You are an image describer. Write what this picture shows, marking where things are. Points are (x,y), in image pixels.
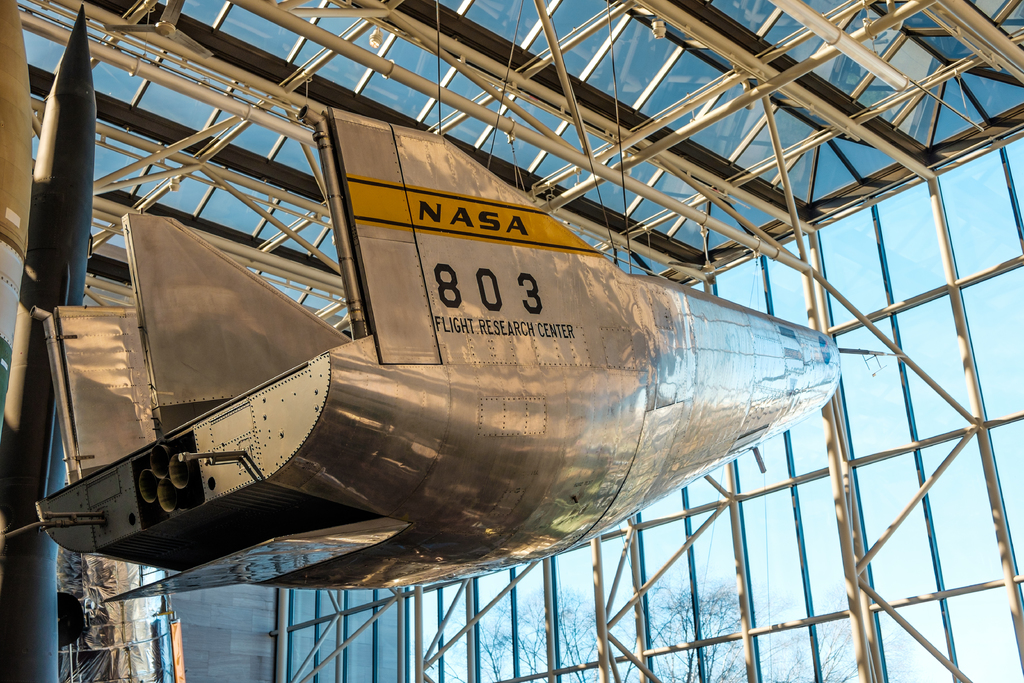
In this image we can see a rocket (159,327) hanged from the top, iron grills (388,30) and trees (539,623).
